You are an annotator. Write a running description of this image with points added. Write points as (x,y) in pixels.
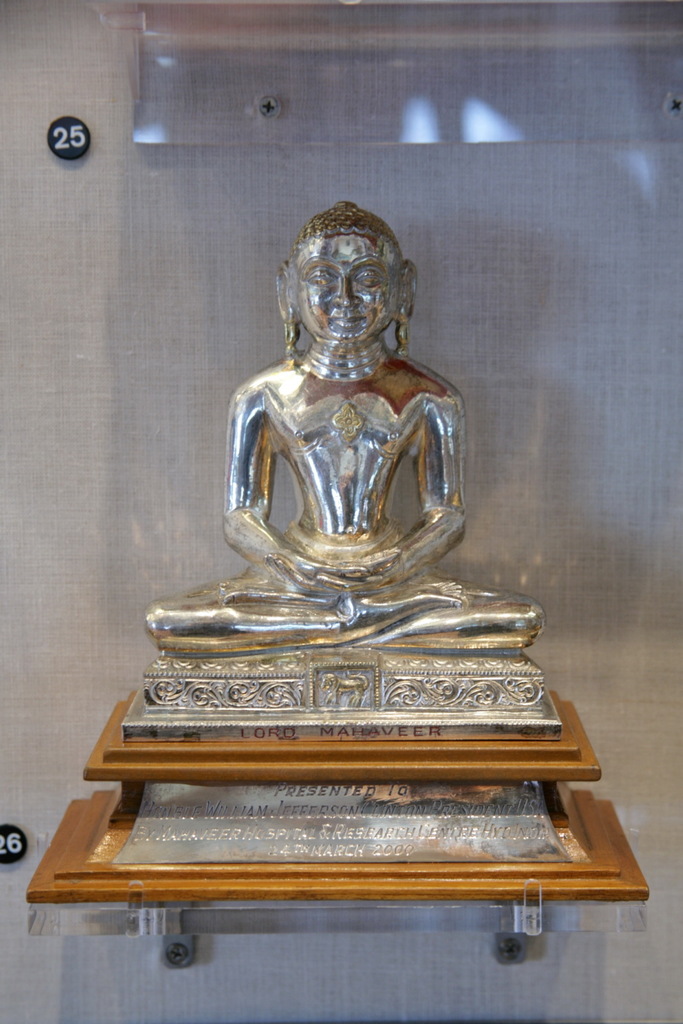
In the image we can see a sculpture (351,369) of a person (319,454) sitting and the sculpture (358,577) is silver in color and the background (112,145) is white.
